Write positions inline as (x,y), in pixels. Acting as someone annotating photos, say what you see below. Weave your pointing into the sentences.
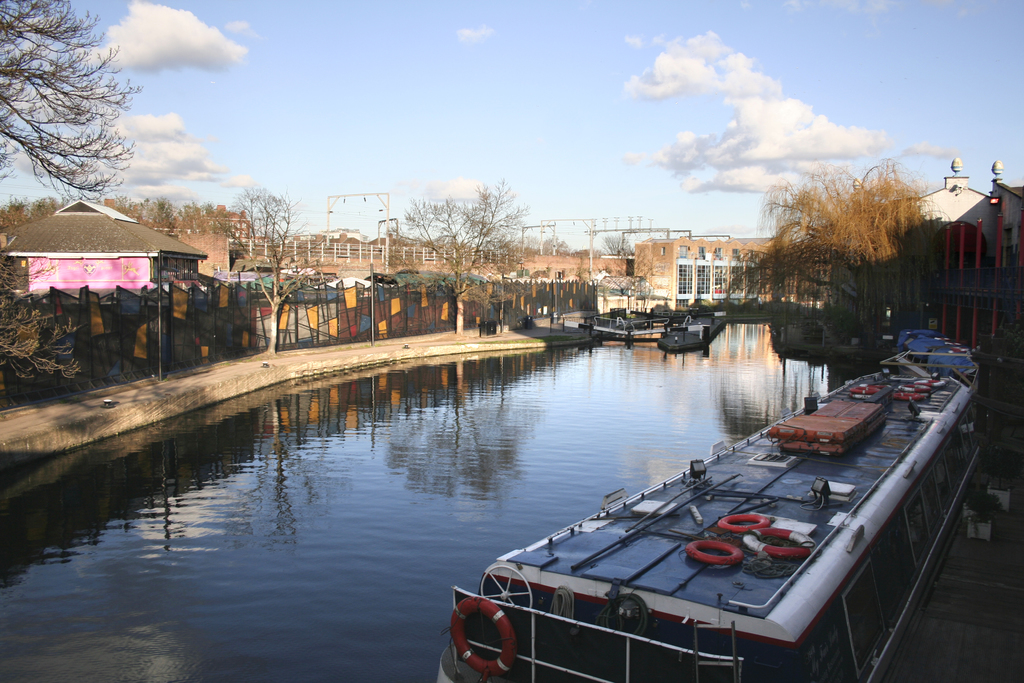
In this picture there is a boat (647,549) on the right side of the image (851,426) and there is water (440,367) in the center of the image (368,391), there is boundary (413,312) on the left side of the image (322,343) and there are houses (965,235) and trees (850,263) in the background area of the image (963,267).
